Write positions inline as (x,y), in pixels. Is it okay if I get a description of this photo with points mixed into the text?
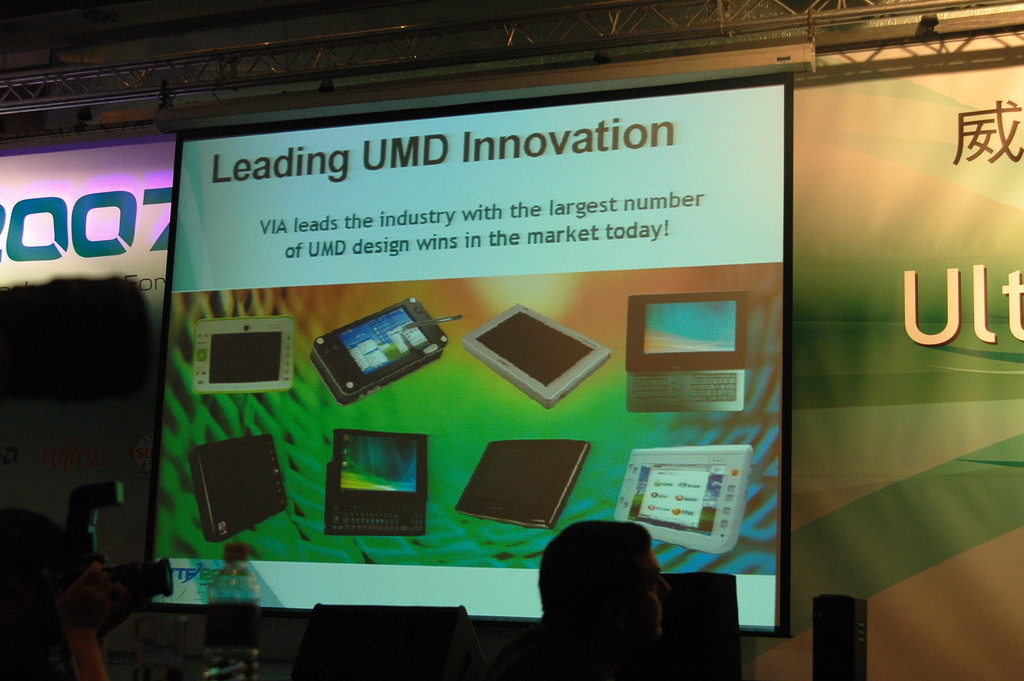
In this image we can see the screen (479,375) with text (604,208) and images (458,297) and at the back (881,160) there is a banner (126,265) with text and at the top (805,23) we can see the rods (180,93). In front of the screen (420,589) we can see there are two persons (620,623) one holding a camera (134,569) and there are boxes (406,645).
